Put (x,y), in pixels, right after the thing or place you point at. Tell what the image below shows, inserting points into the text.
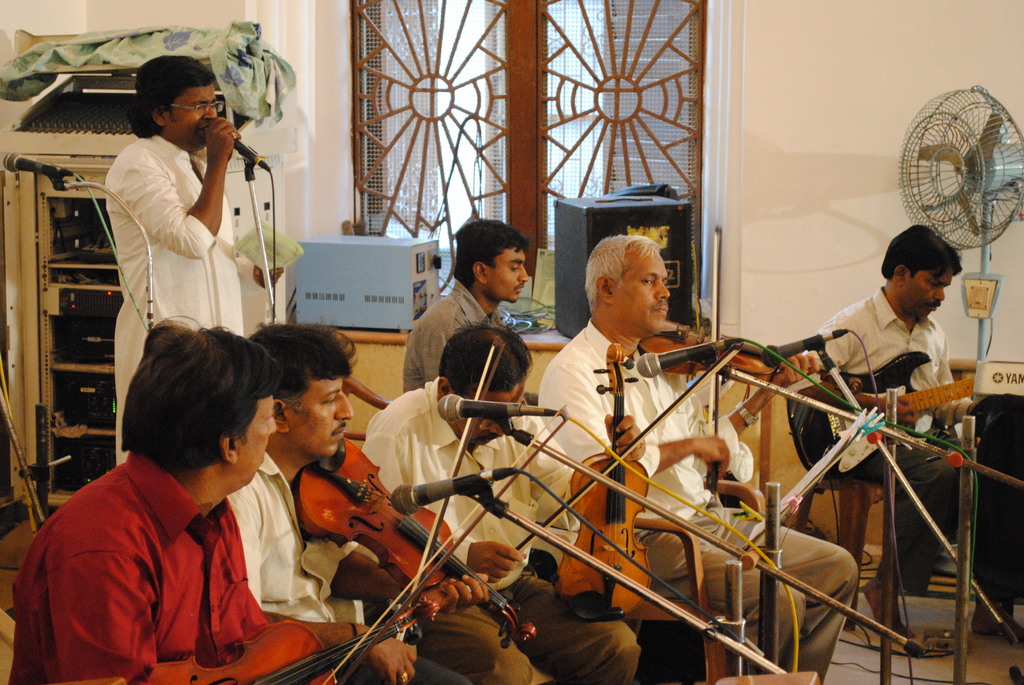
This picture is taken in the room (871,540), There are some sitting on the chairs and they are holding some music instruments (389,501) and there are some microphone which are in black color, In the background (170,223) there is a man (122,247) standing and he is singing in the microphone (247,156) and there is a wall (769,117) which is in white color and there is a window (519,92) in brown color.
